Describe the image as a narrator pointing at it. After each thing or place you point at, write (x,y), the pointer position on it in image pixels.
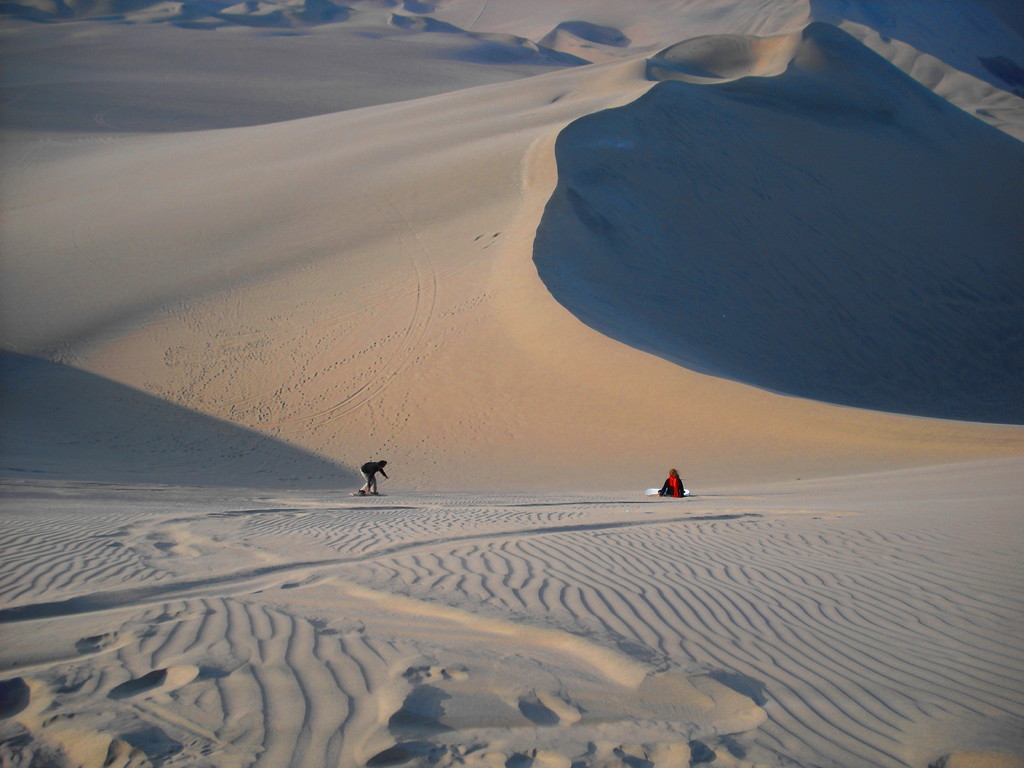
In this picture I can see two persons (371,469) in the desert (676,252).
